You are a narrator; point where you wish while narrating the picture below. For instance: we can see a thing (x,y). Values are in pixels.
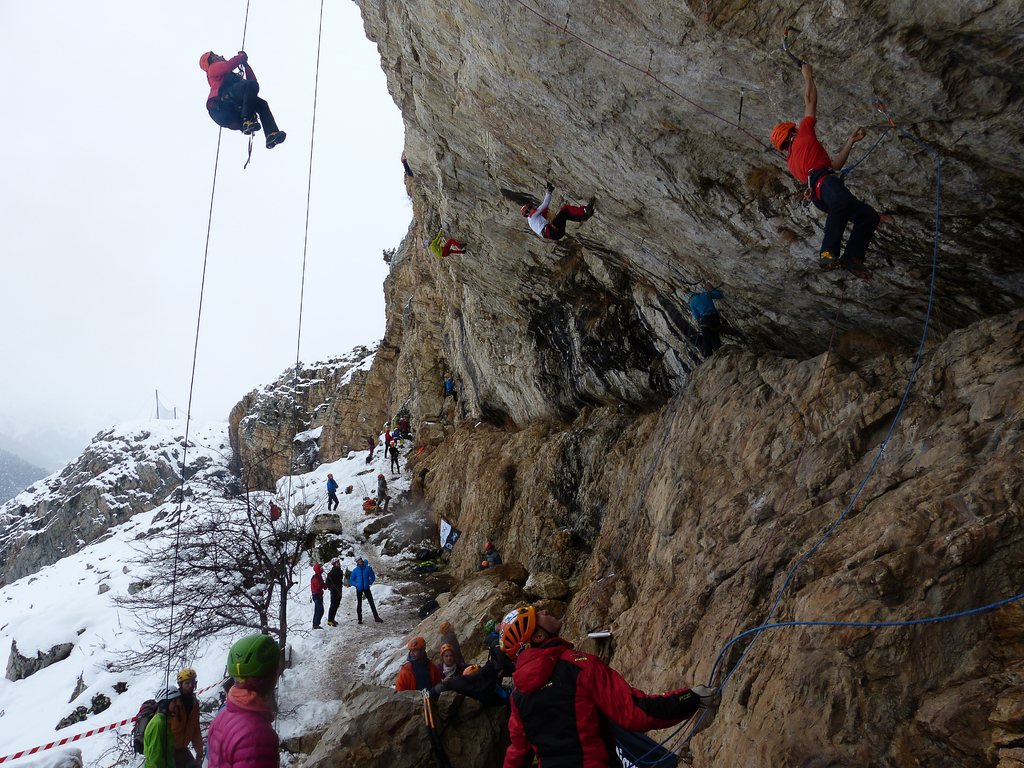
In this image there is the sky (165,224) towards the top of the image (149,219), there are rocky mountains (330,374), there is ice (323,503), there is a tree (266,563), there are ropes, there are group of persons (259,693), there are persons (228,94) climbing the rope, there is a man (575,661) holding the rope (731,651) towards the bottom of the image (585,686).
